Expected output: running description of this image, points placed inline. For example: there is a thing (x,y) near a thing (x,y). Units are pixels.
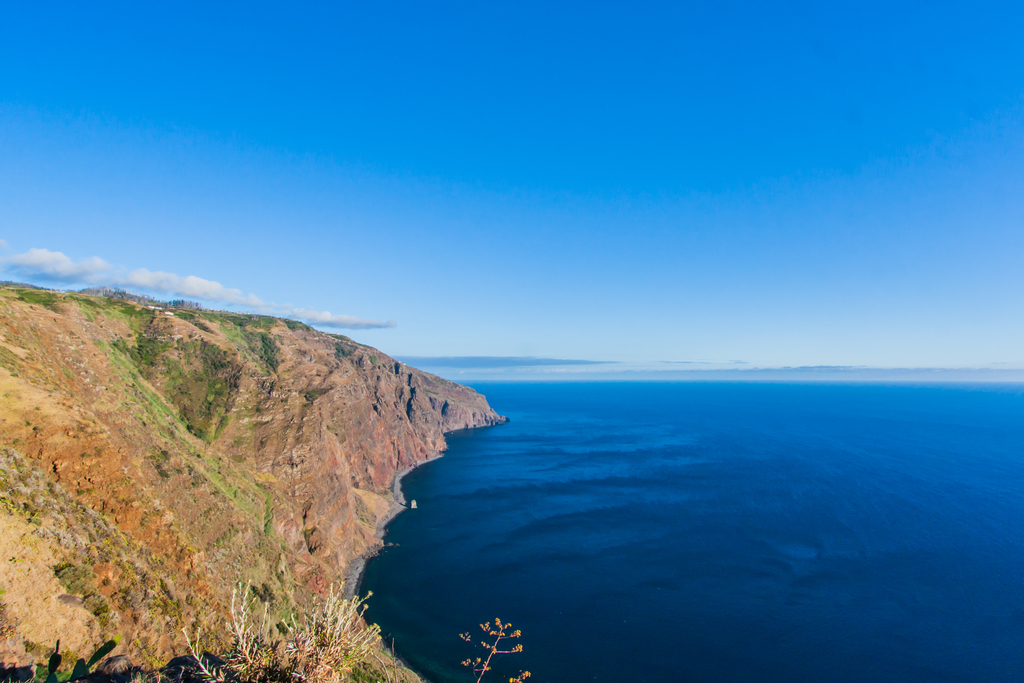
In this image we can see sky (440,200) with clouds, ocean (511,491), plants (468,632) and hill (226,411).
